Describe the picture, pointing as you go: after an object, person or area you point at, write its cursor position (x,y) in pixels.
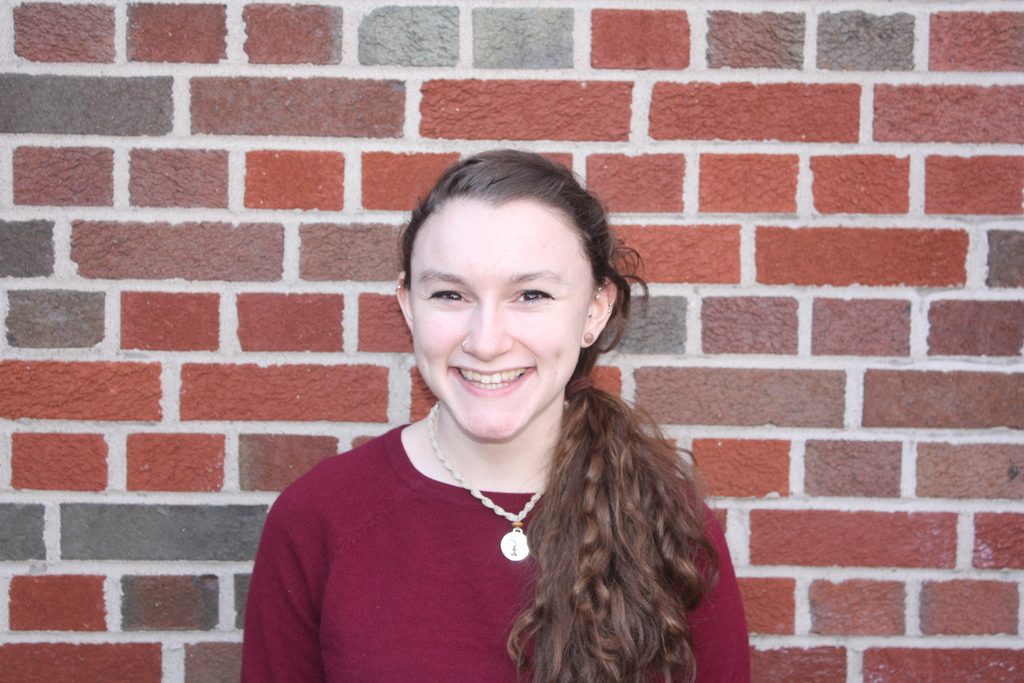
In the middle of the image (530,239) a woman (530,239) is standing and smiling. Behind her there is brick wall (188,22).
